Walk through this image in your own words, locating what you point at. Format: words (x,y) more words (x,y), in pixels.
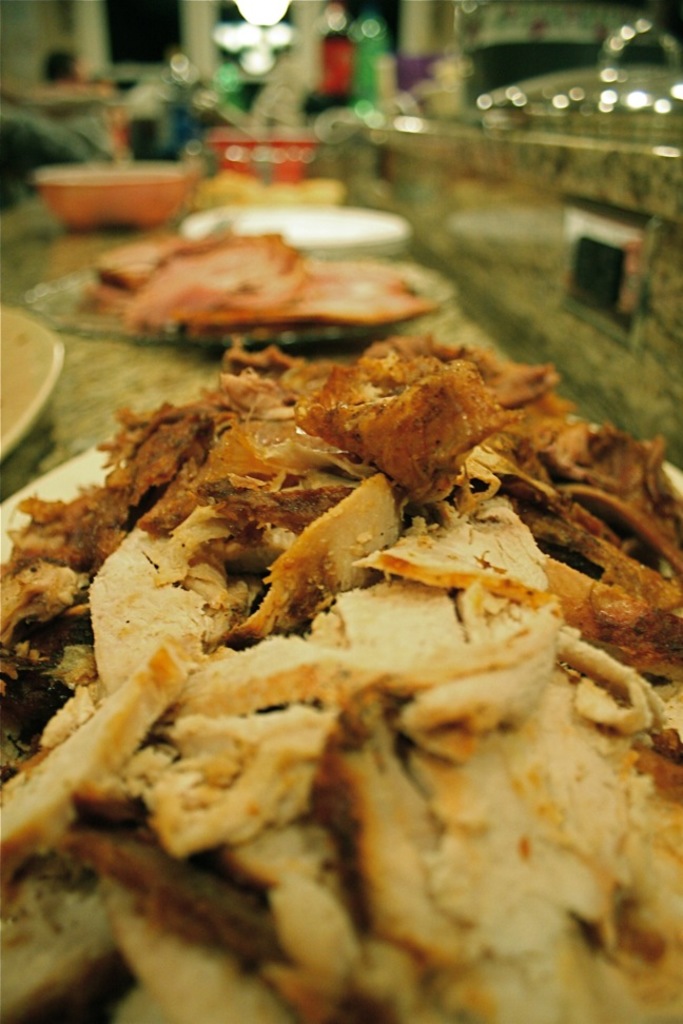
In this image I can see the plates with food (236,484). To the side of these plates (112,279) I can see the bowls (145,185). I can see the lights (273,47) and there is a blurred background (362,169).
